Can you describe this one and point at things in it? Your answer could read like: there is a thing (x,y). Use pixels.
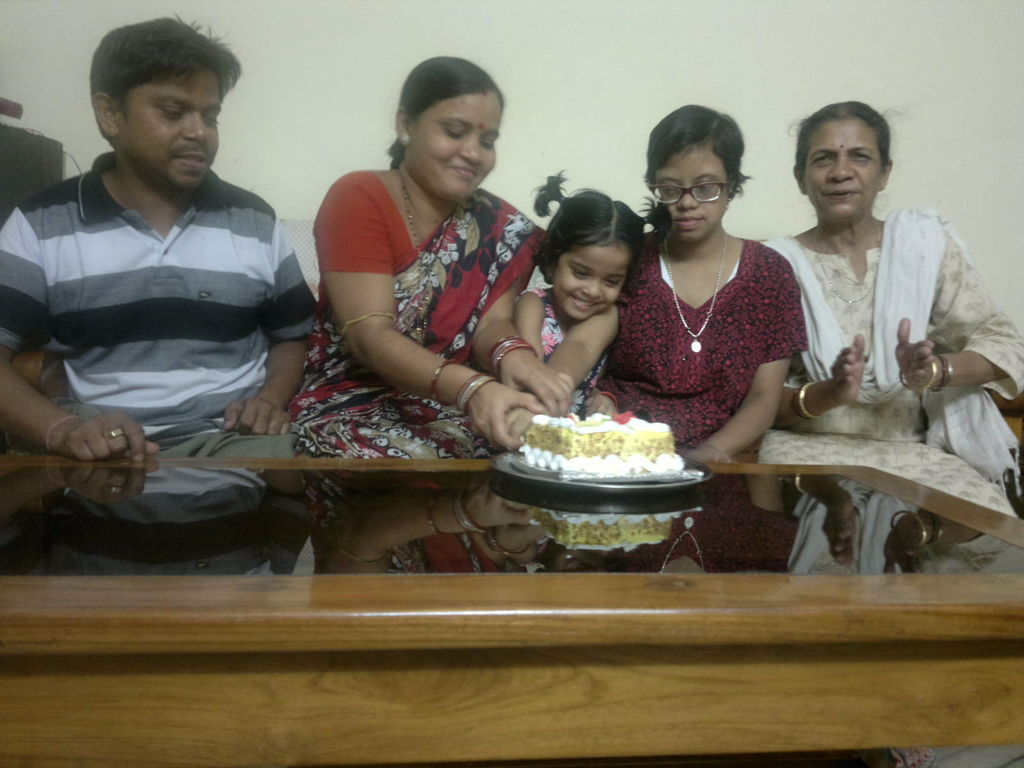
In this image there are five people (666,298) who are sitting in the sofa (1005,403). In the middle (523,349) there is a woman (460,286) who is making the kid (567,347) to cut the cake (550,429) which is in front of them. The cake (562,468) is on the table (441,597). In the background (606,61) there is a wall (617,74). The woman (1000,385) on the right side (864,227) is clapping.
